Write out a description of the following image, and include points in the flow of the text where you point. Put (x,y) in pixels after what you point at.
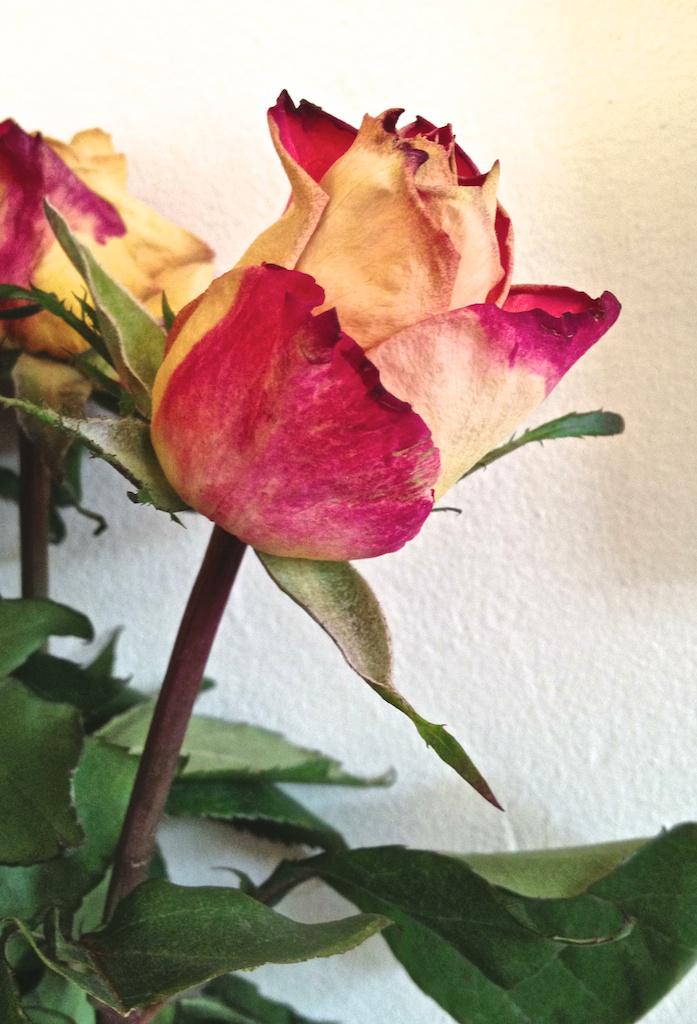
In this image there are two roses (175,307) with stems (139,867) and leaves (284,918), the background (462,677) is white.
